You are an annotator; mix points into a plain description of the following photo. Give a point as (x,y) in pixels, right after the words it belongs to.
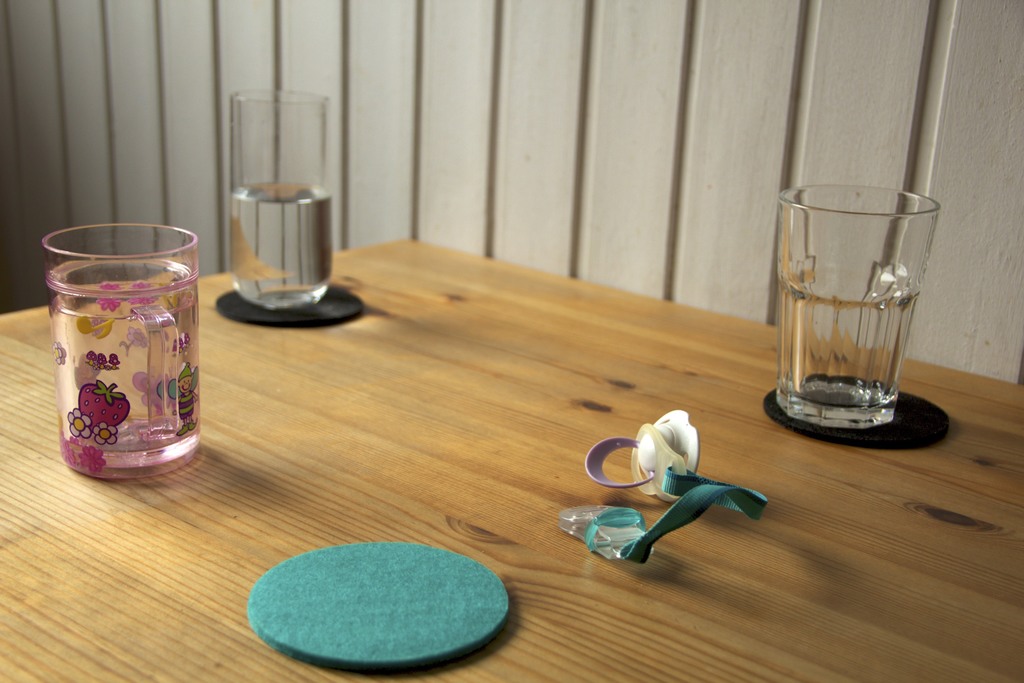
In the image we can see there is a table (794,564) on which three glasses (807,413) are kept.
